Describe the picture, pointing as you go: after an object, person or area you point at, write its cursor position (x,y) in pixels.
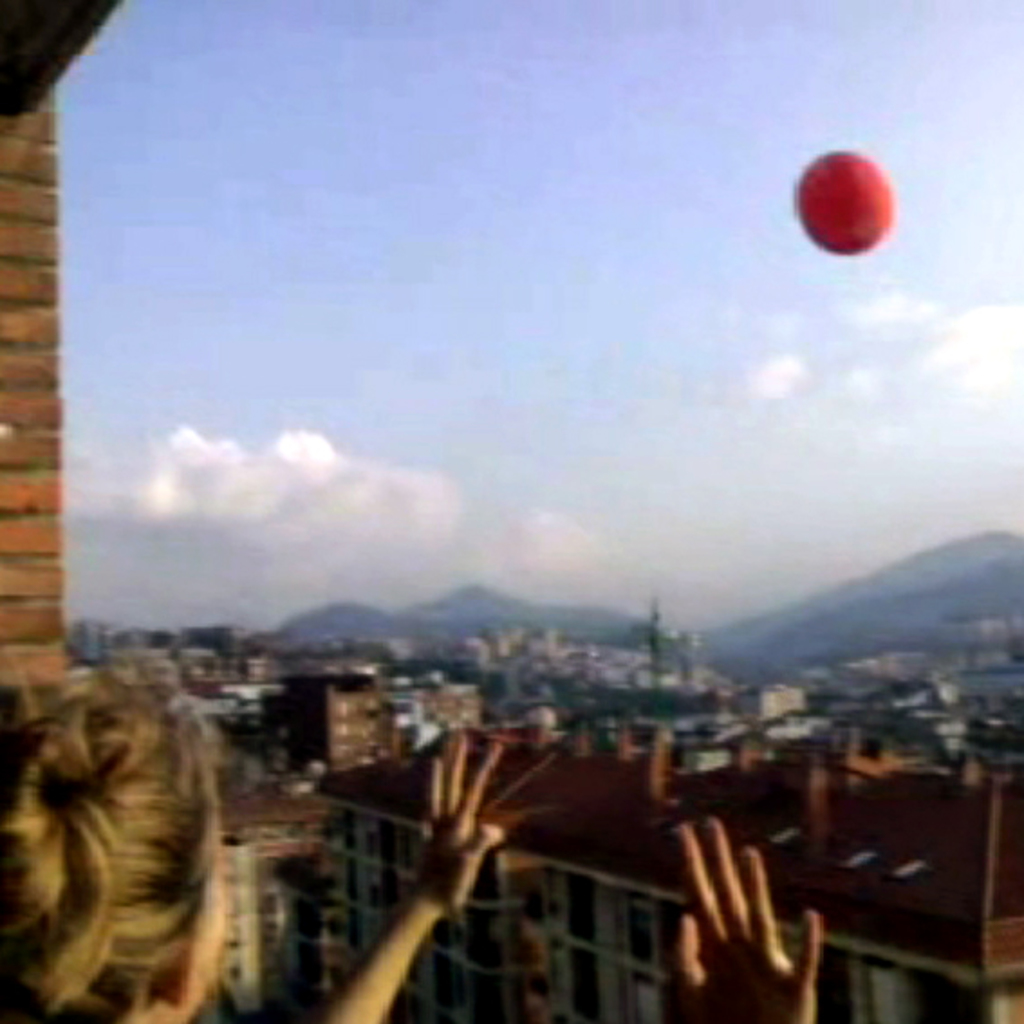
In this image in the foreground (128,858) there is one woman (120,917), and in the background (615,775) there are some buildings (426,696), mountains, pole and one ball (850,223) is in air (907,223). On the left side (55,201) there is wall (55,446), at the top of the image (371,264) there is sky (386,446).
